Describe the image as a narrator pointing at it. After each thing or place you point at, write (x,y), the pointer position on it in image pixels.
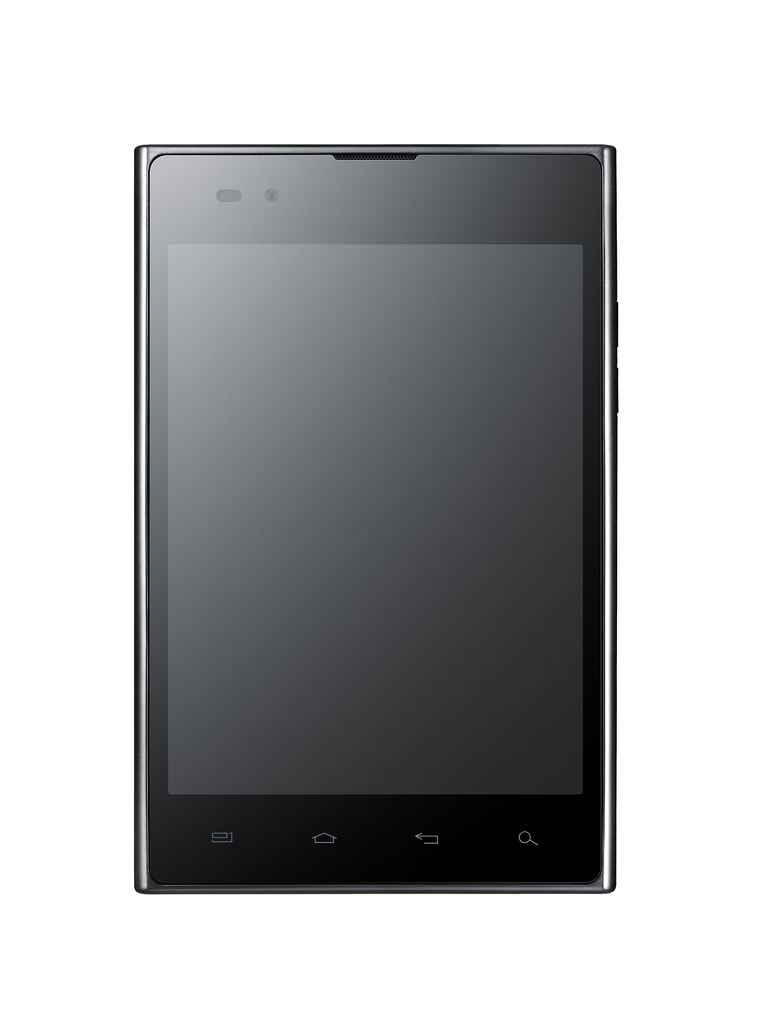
In the picture I can see a mobile phone (401,269) which is in black color.
